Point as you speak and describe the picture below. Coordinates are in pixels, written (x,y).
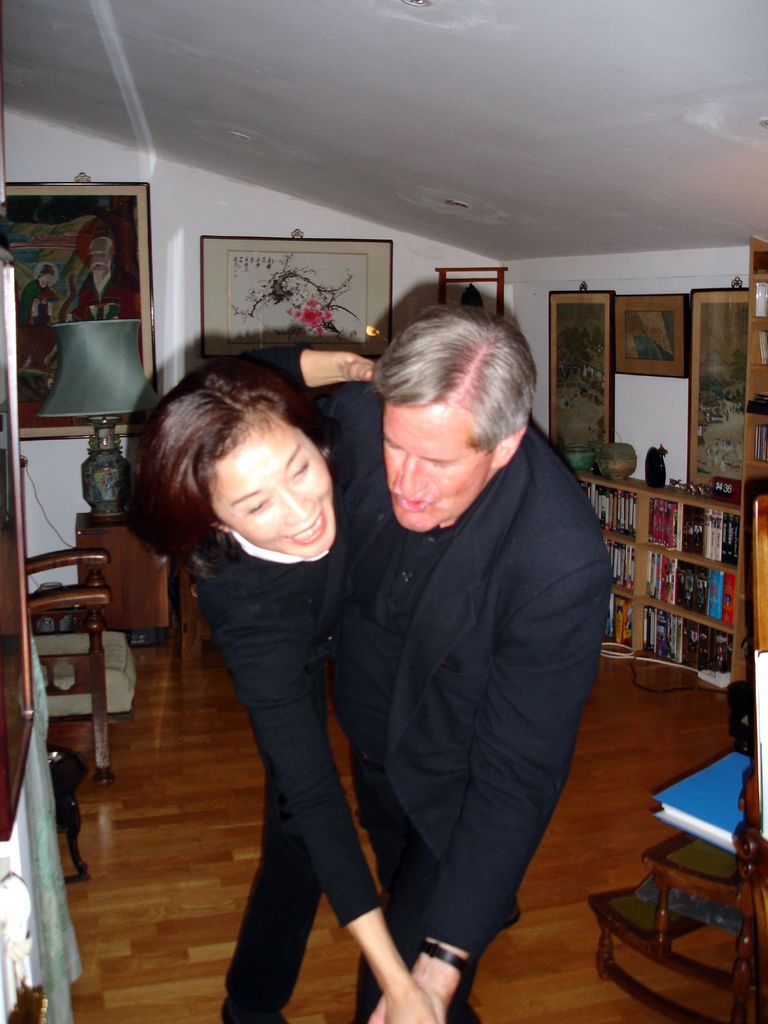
This image is clicked in a room (37,48). There are photo frames (203,298) on the wall (166,327). There are books (658,535) in the bookshelves (630,537). There are two people (381,464) in the middle (421,572) who wore black dress (436,614). One is women (325,575) and the other is man (512,743). There is a lamp (79,398) on the left side (81,350).
